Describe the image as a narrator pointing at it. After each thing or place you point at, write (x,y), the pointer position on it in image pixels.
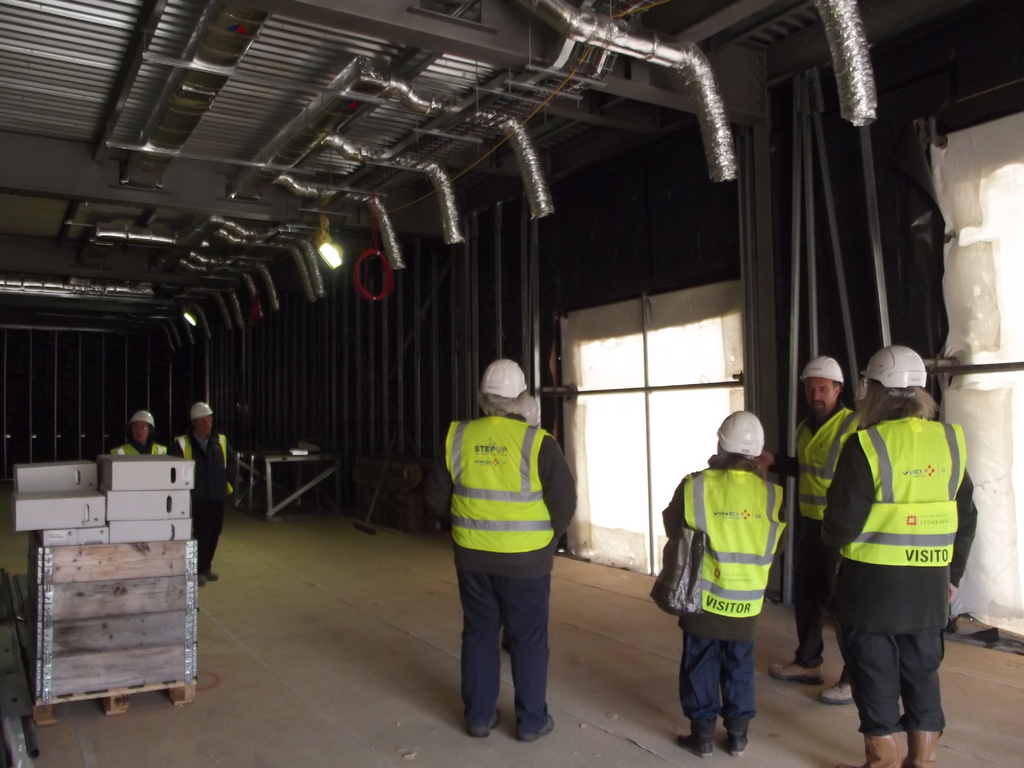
In this image I can see group of people (534,494) standing. There are boxes (126,584), poles (56,410) lights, tables (307,473) and there are some other objects (360,499).
